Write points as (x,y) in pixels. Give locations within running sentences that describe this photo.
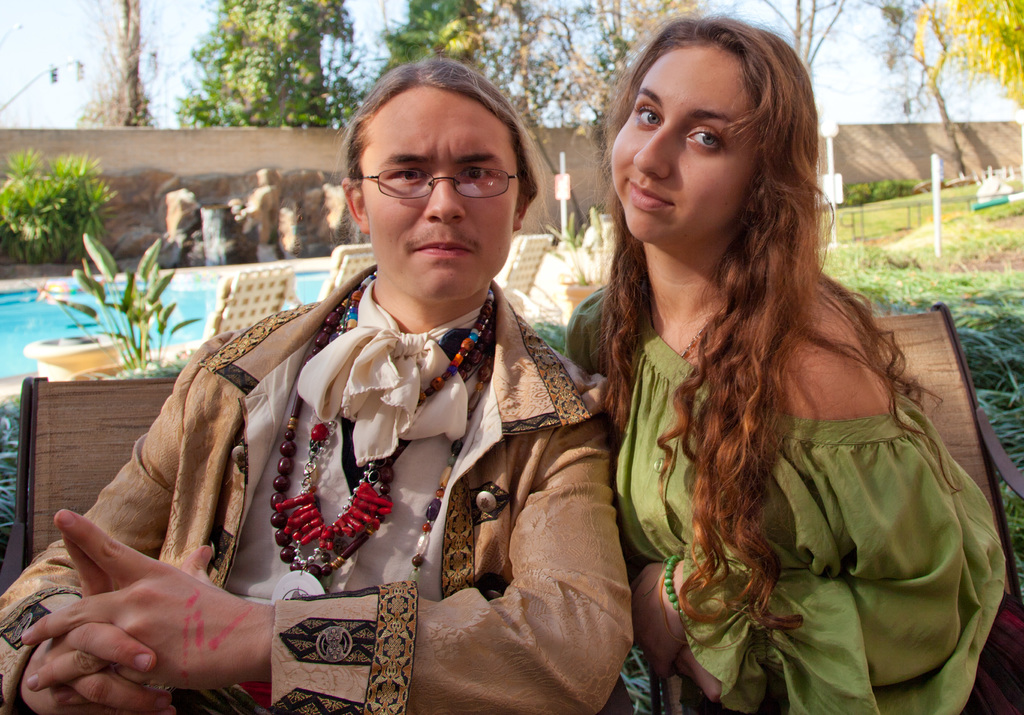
In this image I can see 2 people (599,693) sitting on a bench (926,329). There is grass (986,371), plants (604,275), chairs (347,273) and water (8,303) behind them. There is a wall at the back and there are trees (299,25) behind it.
